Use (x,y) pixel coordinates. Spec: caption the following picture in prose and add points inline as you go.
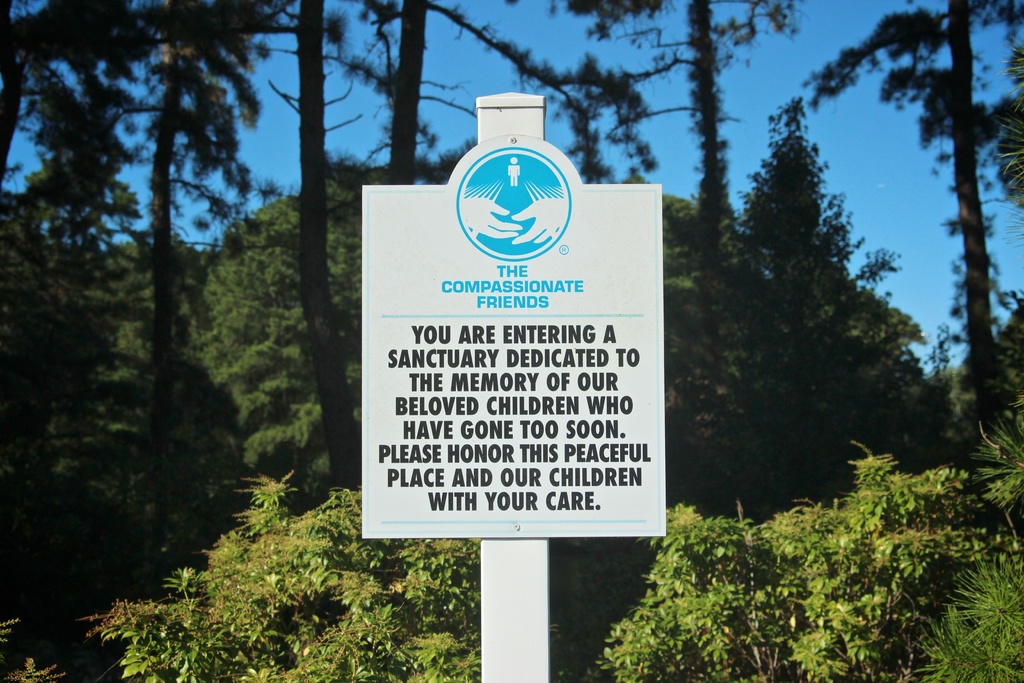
In this image we can see there is the board (509,334) with the text (502,379) and there are trees (298,82) and the sky (768,83).
